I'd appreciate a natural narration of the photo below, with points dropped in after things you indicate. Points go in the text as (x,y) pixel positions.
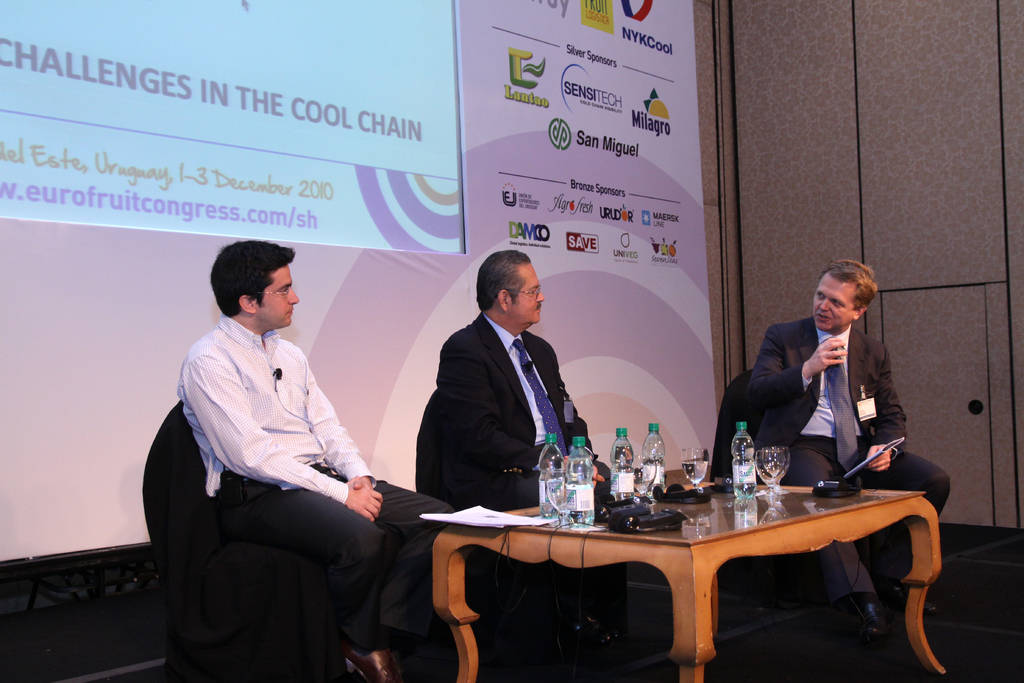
This picture shows a group of people (880,410) seated on the chairs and we see water bottles (542,508), glasses (764,488) on the table (803,492) and we see a screen (375,231) back of them.
